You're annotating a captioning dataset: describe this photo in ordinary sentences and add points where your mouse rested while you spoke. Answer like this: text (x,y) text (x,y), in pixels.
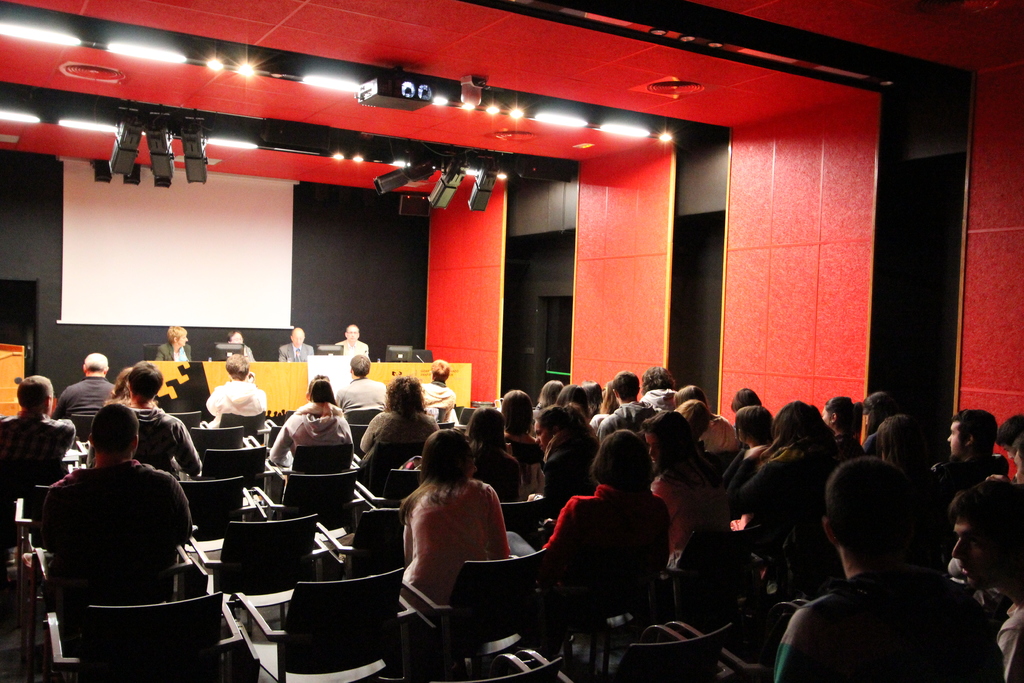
In this image i can see a group of people (436,576) sitting, at the back ground (299,349) i can see few persons (248,349) sitting on the stage (272,384), screen (229,202) at the top (236,140) i can see a light (205,155).
